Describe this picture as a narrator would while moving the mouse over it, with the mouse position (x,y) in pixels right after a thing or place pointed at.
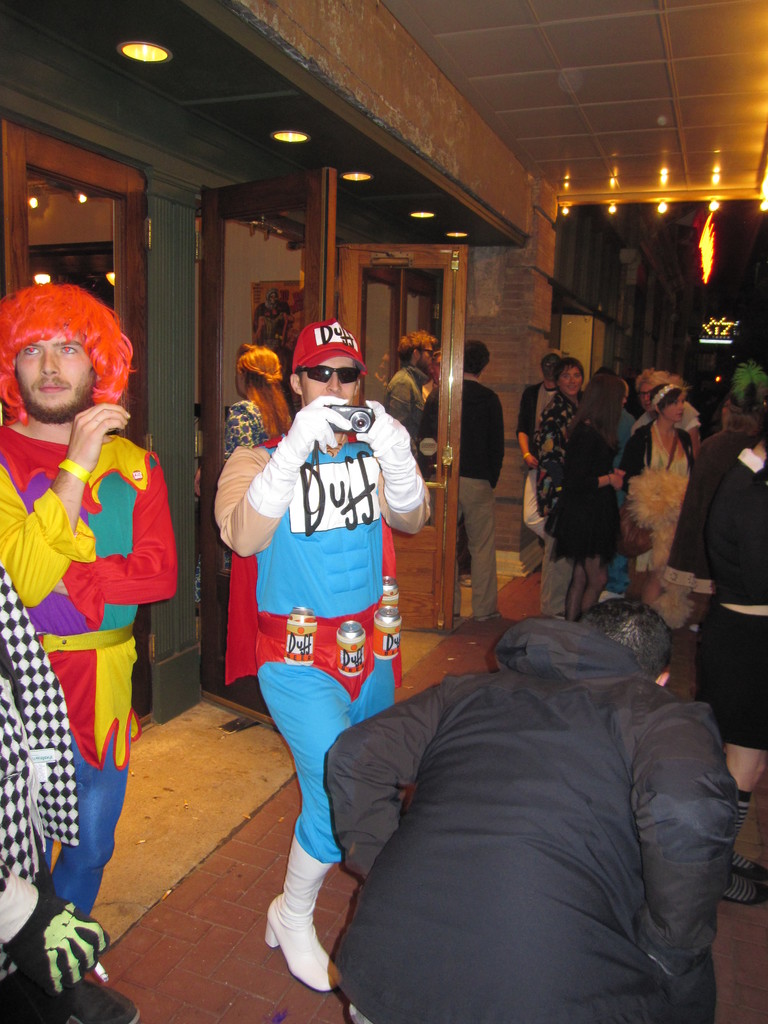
In this picture there are group of people (601,489). In the foreground (328,717) there is a person (355,605) with blue shirt (349,591) is standing and holding the camera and there are group of people (481,539) standing. At the back (219,291) there is a door (366,389). At the top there are lights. At the bottom (230,911) there are tiles (338,892).
